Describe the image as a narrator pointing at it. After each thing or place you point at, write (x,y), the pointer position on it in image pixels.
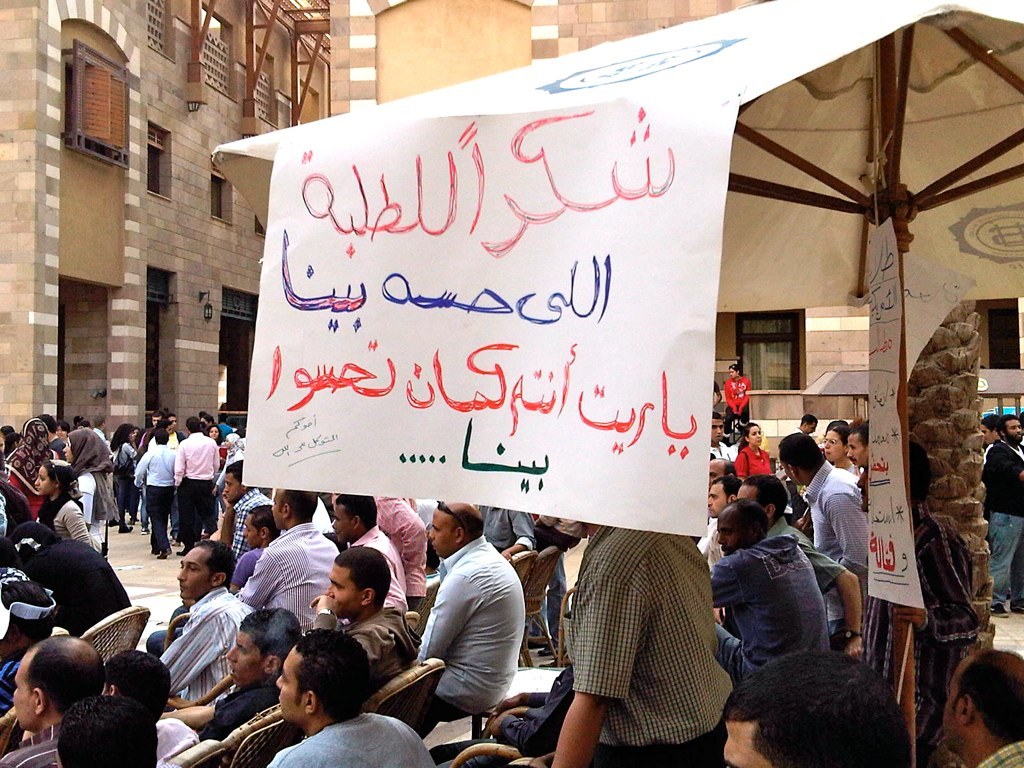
In the picture we can see some people (45,624) are sitting on the chairs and some people (672,747) are standing and some are walking and in the background (113,365) we can see two buildings (126,362) with windows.
